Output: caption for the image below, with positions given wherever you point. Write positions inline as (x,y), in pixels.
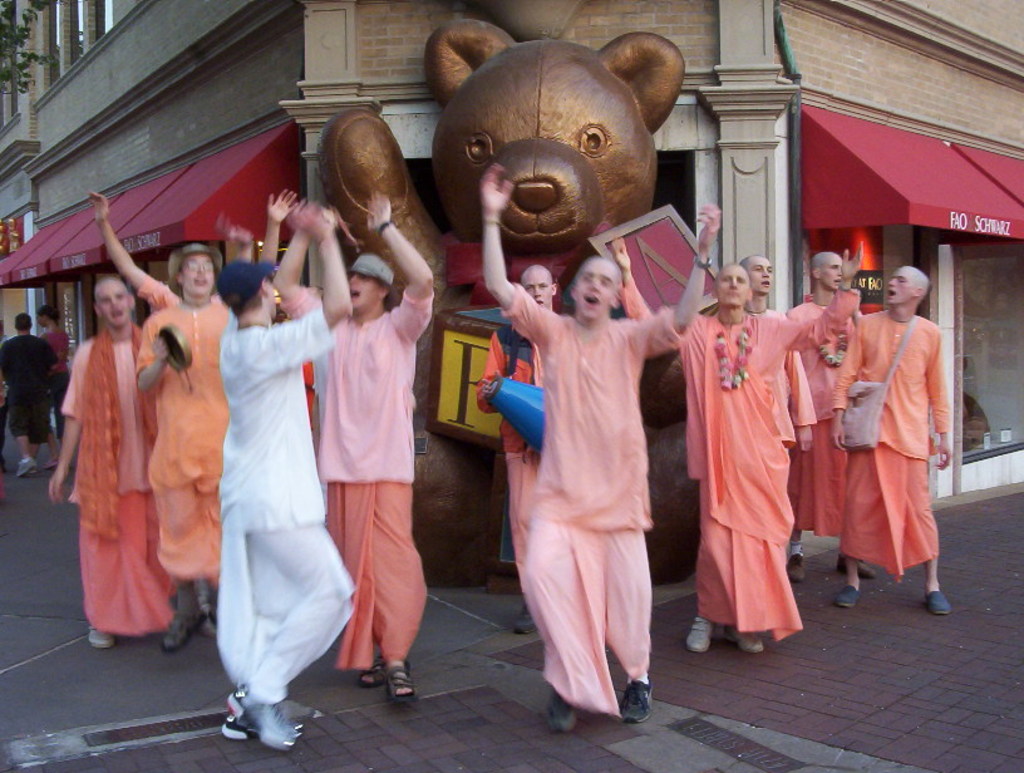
In the picture I can see building (315,87), in front of the building (89,308) some people (238,528) are dancing among them one person (293,538) is wearing white and left side some people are walking and we can see tree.
